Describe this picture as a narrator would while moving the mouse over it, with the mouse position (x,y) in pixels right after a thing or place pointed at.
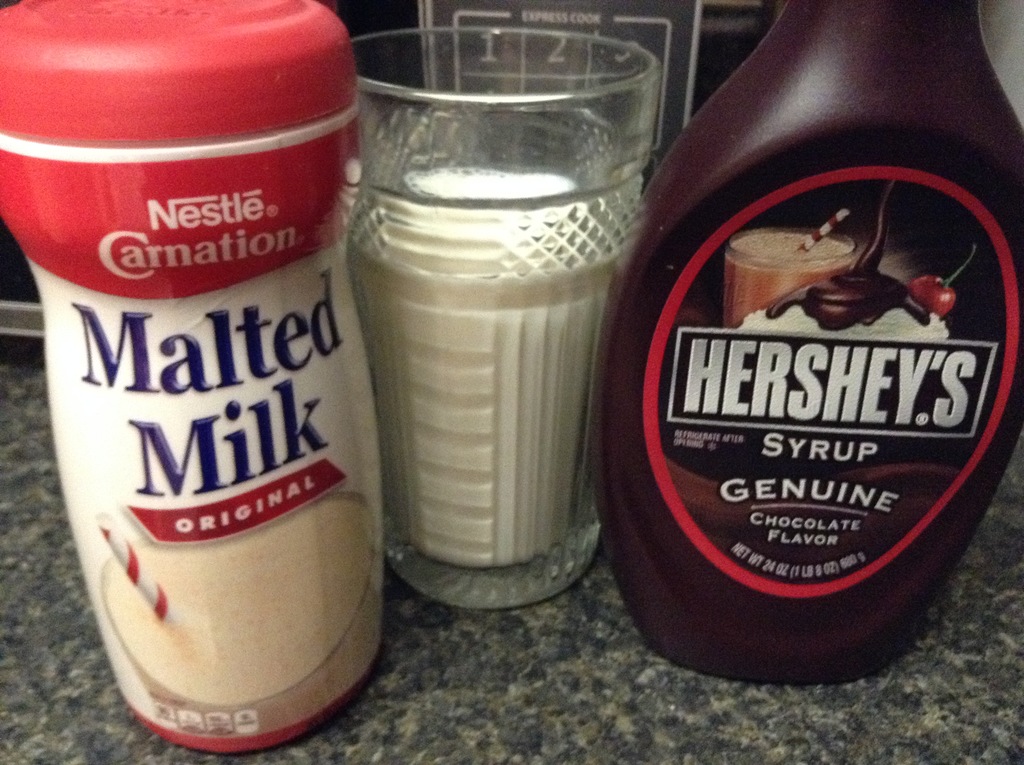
In this image there are two bottles (642,316) and a glass of milk (475,308), behind the glass (479,464) there is like a microwave (20,263) on the kitchen platform (950,710).
